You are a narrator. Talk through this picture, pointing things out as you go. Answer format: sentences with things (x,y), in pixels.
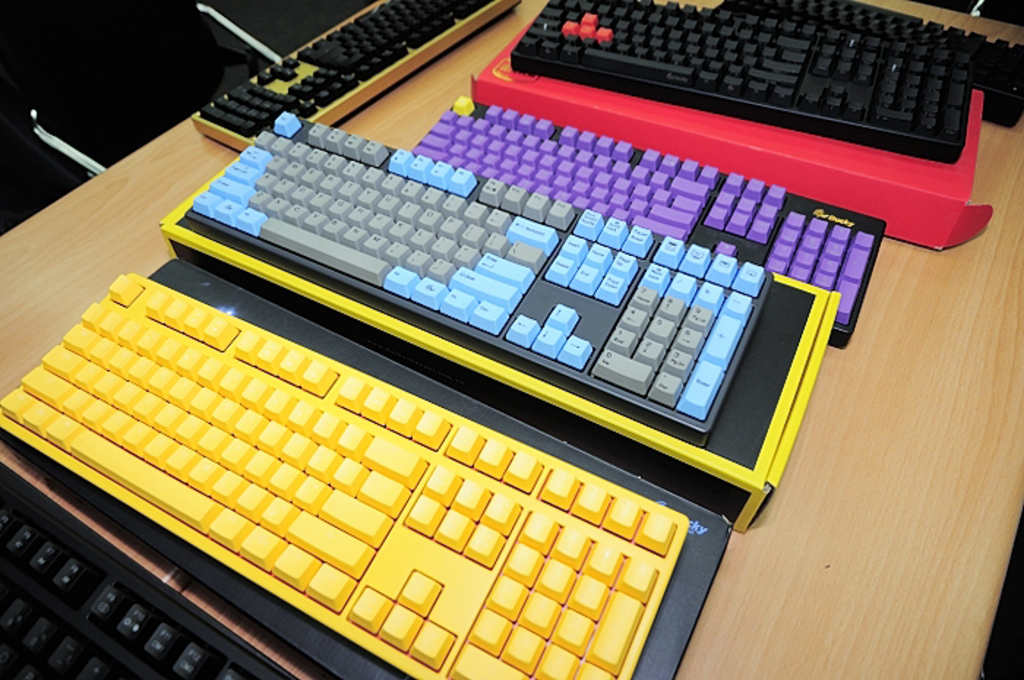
In the foreground of this image (841,543), on the wooden table (768,583), there are keyboard (556,155) in different color and a cardboard box (822,151). On the top left corner (95,64), it seems like a black chair (168,68).
